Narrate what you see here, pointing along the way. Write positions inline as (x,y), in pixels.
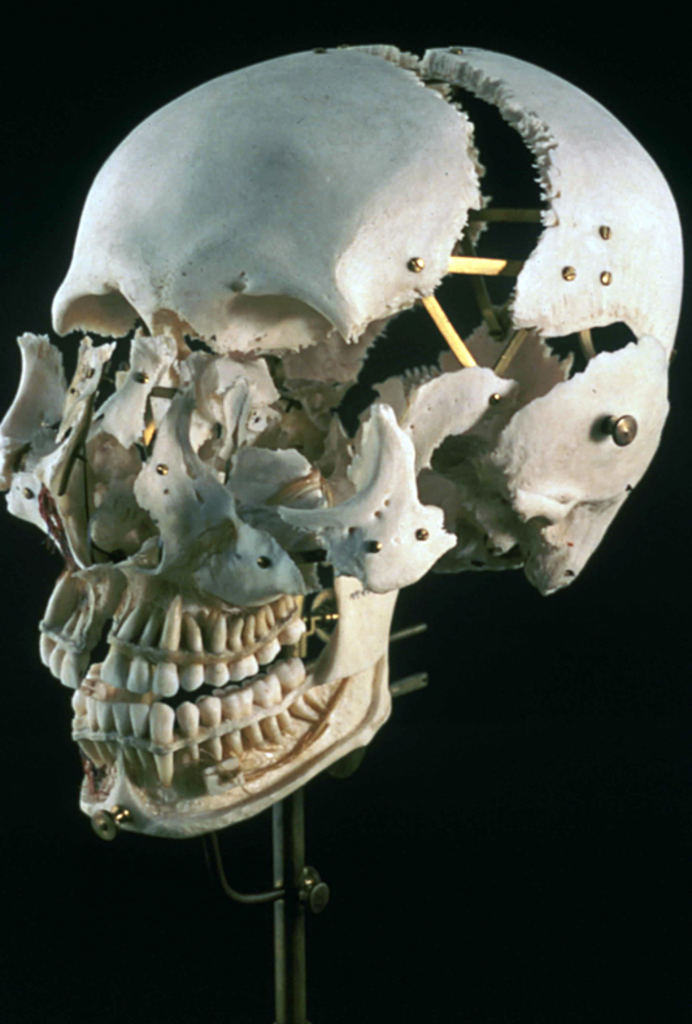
In this image we can see a broken skull (364,473) to a stand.
